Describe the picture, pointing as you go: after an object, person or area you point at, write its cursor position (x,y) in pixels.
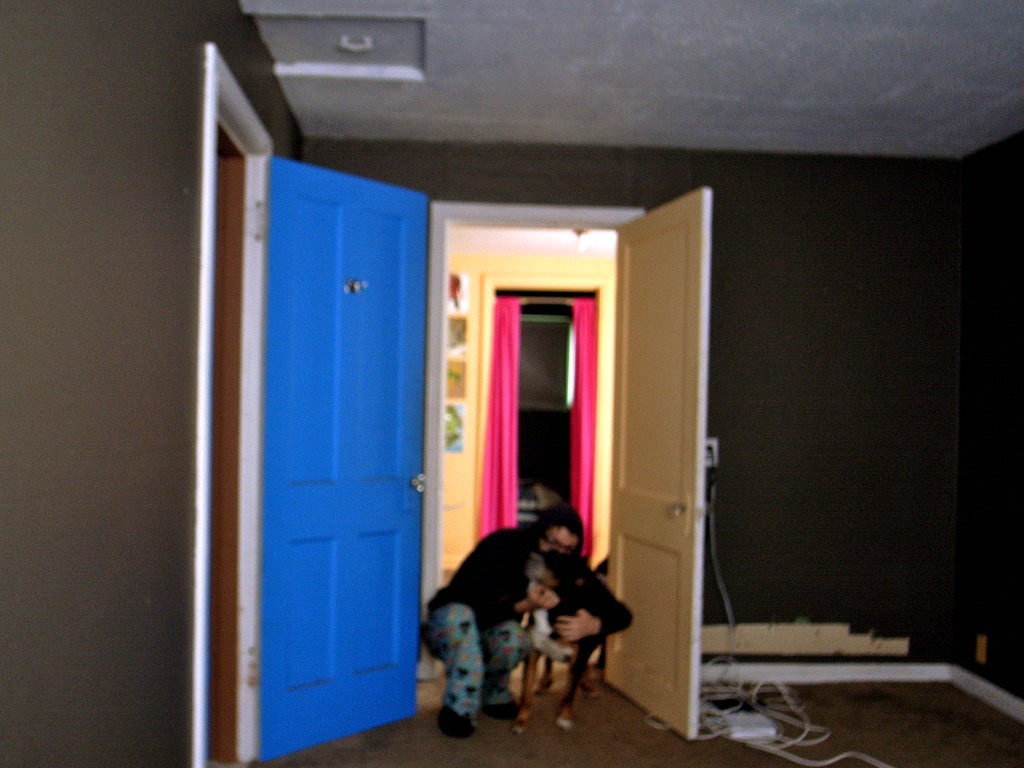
In this picture we can see a person (485,672), dog (532,628), wires (774,746), device (741,715), walls (876,526), doors (640,367), roof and in the background (510,315) we can see curtains (500,406), posters (461,445) and some objects (528,506).
